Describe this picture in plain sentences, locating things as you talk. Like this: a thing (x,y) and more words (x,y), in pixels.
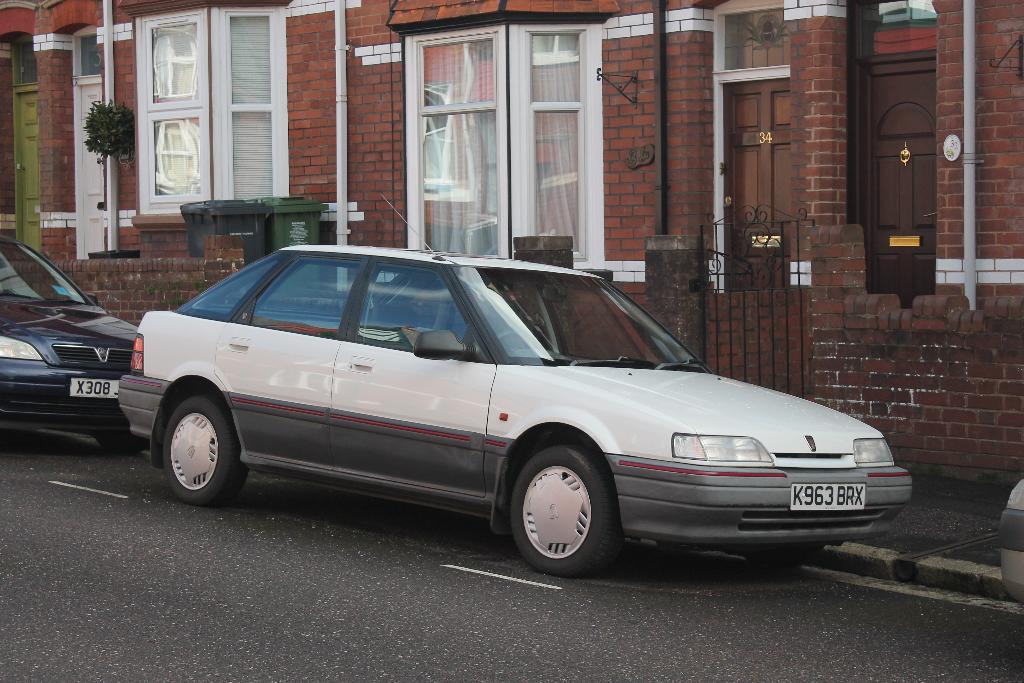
In this image we can see a group of vehicles (270,380) parked on the road (498,558). In the background (249,82) we can see building (887,207) a plant (101,129) and a trash bin (220,217).
